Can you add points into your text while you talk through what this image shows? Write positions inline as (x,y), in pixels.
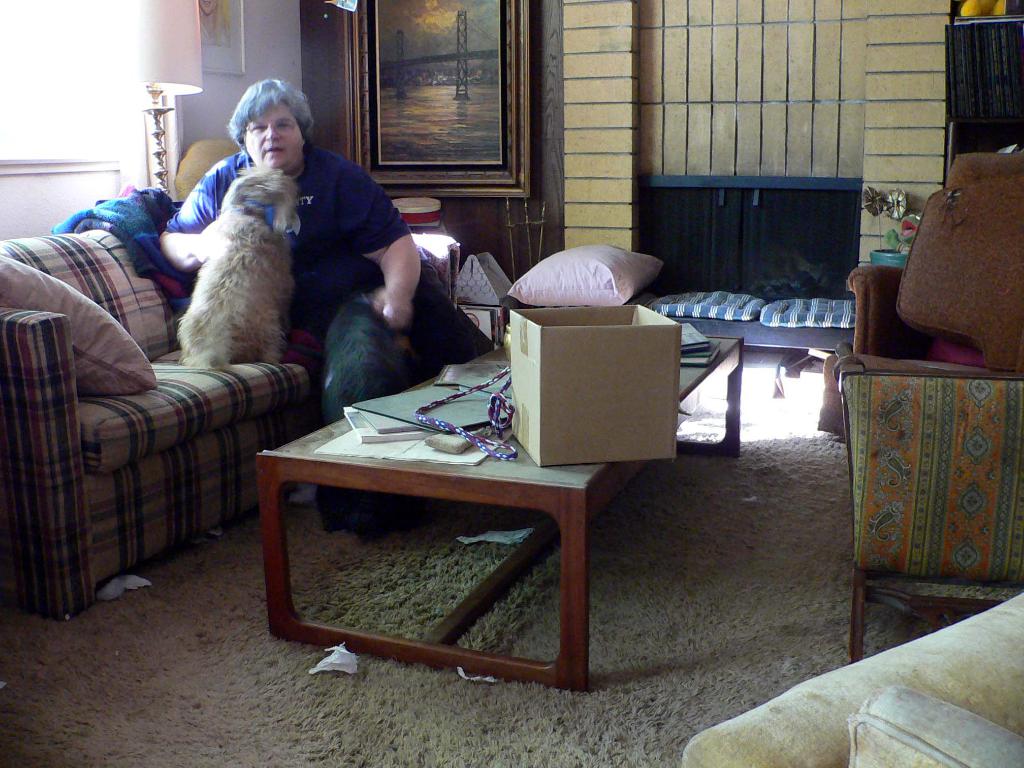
Person (334,243) at the left side (85,472) is sitting on sofa (11,398) having dog (179,350) and cushion (83,333) on it. Before there is a table (426,483) having a box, books (447,412) on it. Backside of it there is a hearth (576,233) having pillow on it. At the right side (994,642) there is a sofa (935,666). Backside there is a pot (891,254) having plant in it. At the top of the image (478,6) there is a picture frame (427,163) attached to the wall (474,214). Left top there is a lamp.
